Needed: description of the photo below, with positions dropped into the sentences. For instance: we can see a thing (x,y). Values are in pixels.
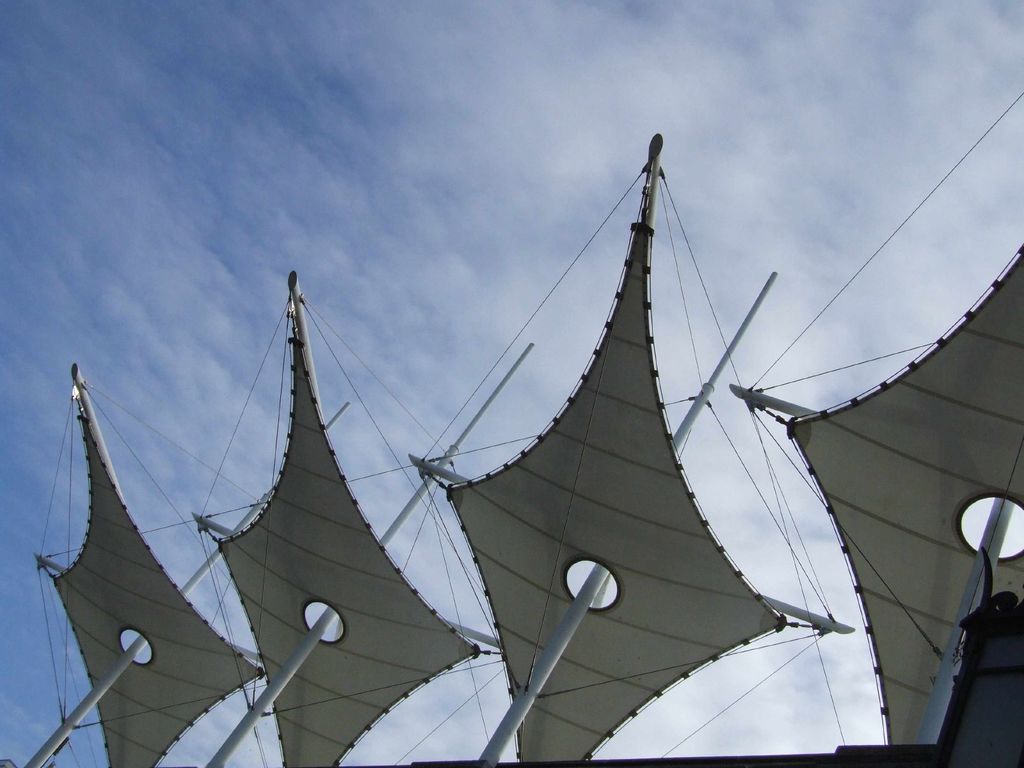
In the image there are poles (201,572) in white color. To the poles (401,517) there are white color cloth (94,595) and wires (407,554). In the background (394,367) there is a sky (230,267) with clouds (623,217).
